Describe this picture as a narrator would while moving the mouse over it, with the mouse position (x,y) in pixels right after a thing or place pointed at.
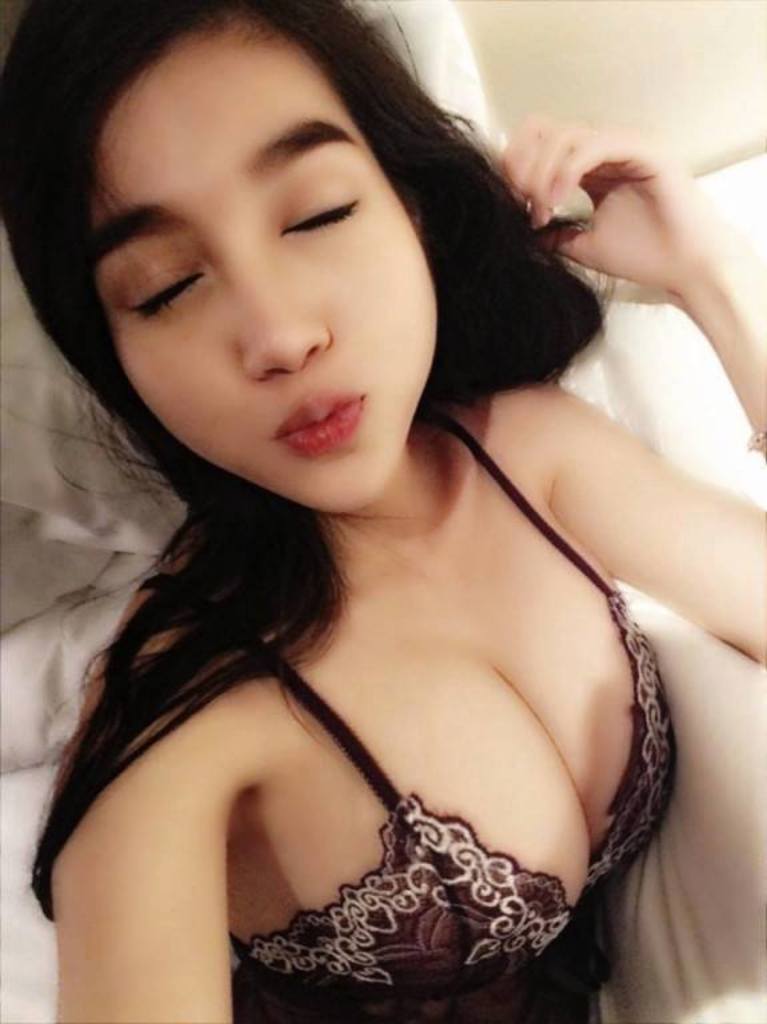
In the middle of the image (256,406), there is a woman (542,315) in a black color dress (513,1018) having eyes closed and keeping fingers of a hand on the hair (533,232) of her. Beside her, there is a white color bed sheet (28,527).
